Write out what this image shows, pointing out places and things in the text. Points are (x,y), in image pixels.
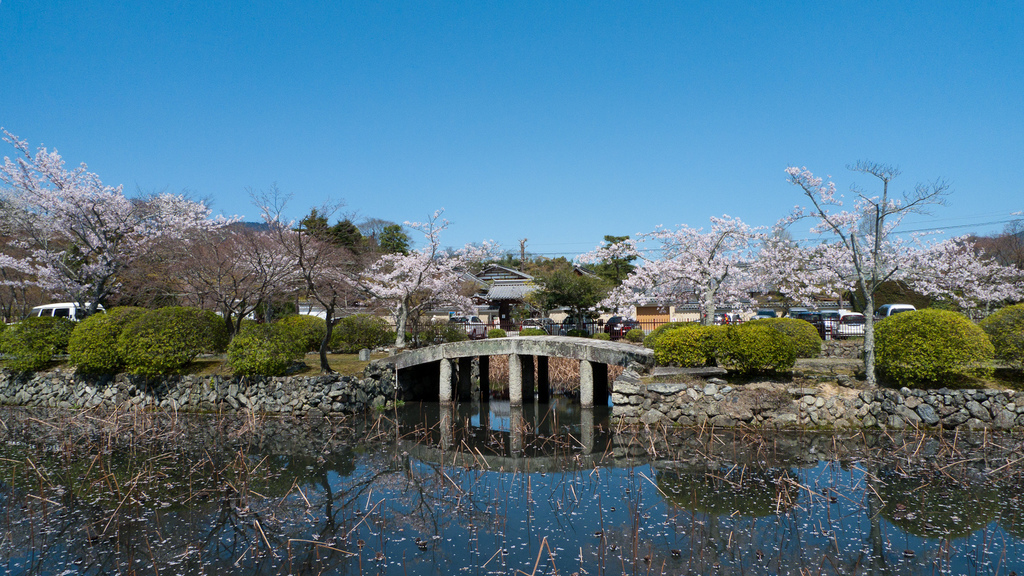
In this image we can see many trees (928,302). There are many vehicles (827,321) in the image. We see the reflections (442,506) of the sky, a bridge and the rock wall (229,402) on the water surface (523,506). There is a house (508,294) in the image. There is a bridge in the image. We can see the sky (249,93) in the image.
